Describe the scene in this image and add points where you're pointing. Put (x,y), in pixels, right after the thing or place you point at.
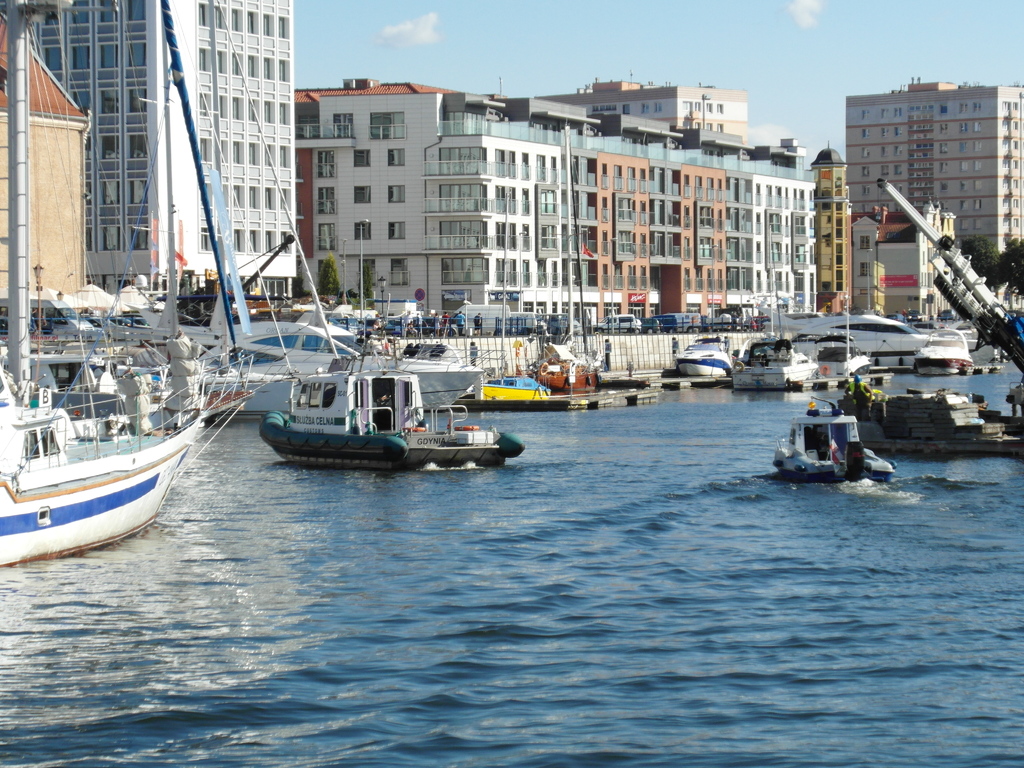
There are boats (266,323) on the water (711,554). Here we can see buildings (269,235), poles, and trees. In the background (659,4) there is sky (897,86).
